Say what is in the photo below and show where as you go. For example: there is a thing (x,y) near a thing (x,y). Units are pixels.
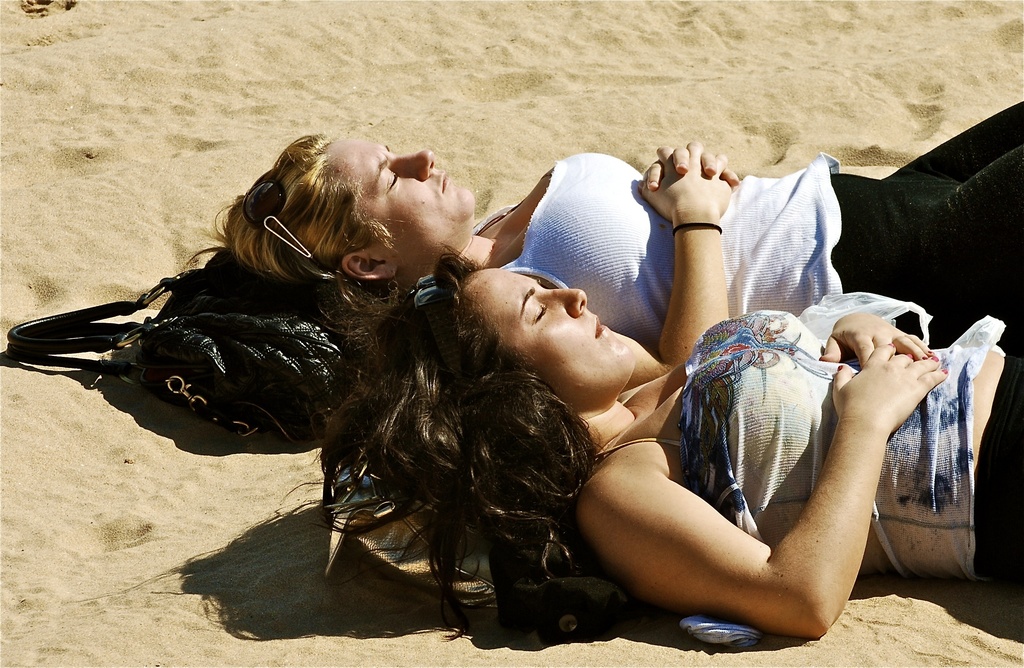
In this image we can see women (463,272) sleeping on the sand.
